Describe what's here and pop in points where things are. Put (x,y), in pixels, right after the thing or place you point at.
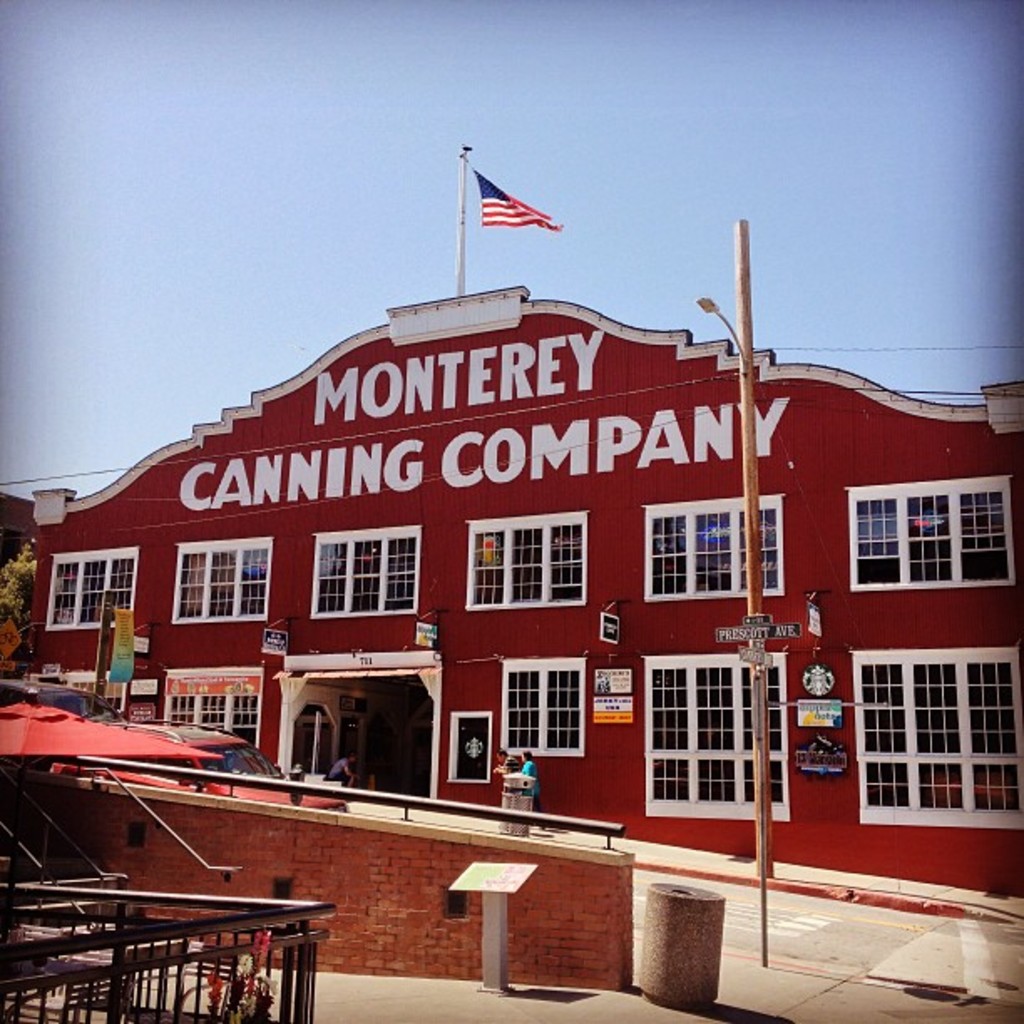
In this picture we can see a building (246,528) and a few windows (487,538) on it. There is a flag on this building (676,619). We can see a bin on the path (612,1002). There is a vehicle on the road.
